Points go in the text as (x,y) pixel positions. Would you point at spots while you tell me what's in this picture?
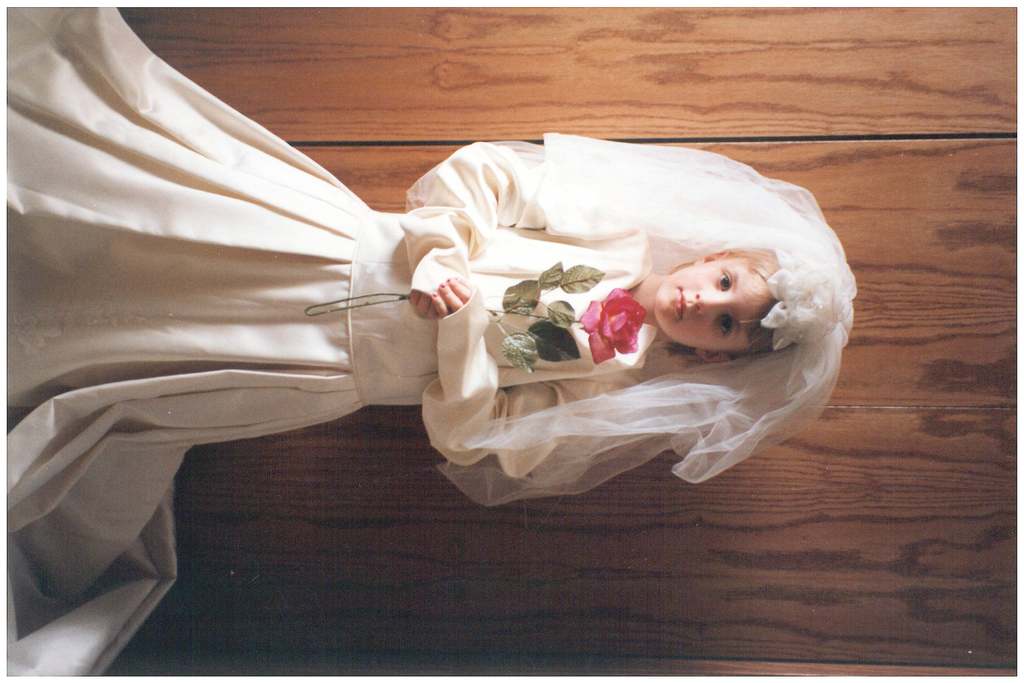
In the picture I can see a girl (294,283) wearing the wedding dress (420,267) and she is holding a flower (579,281) in her hands (425,295). I can see the wooden wall (892,495).
